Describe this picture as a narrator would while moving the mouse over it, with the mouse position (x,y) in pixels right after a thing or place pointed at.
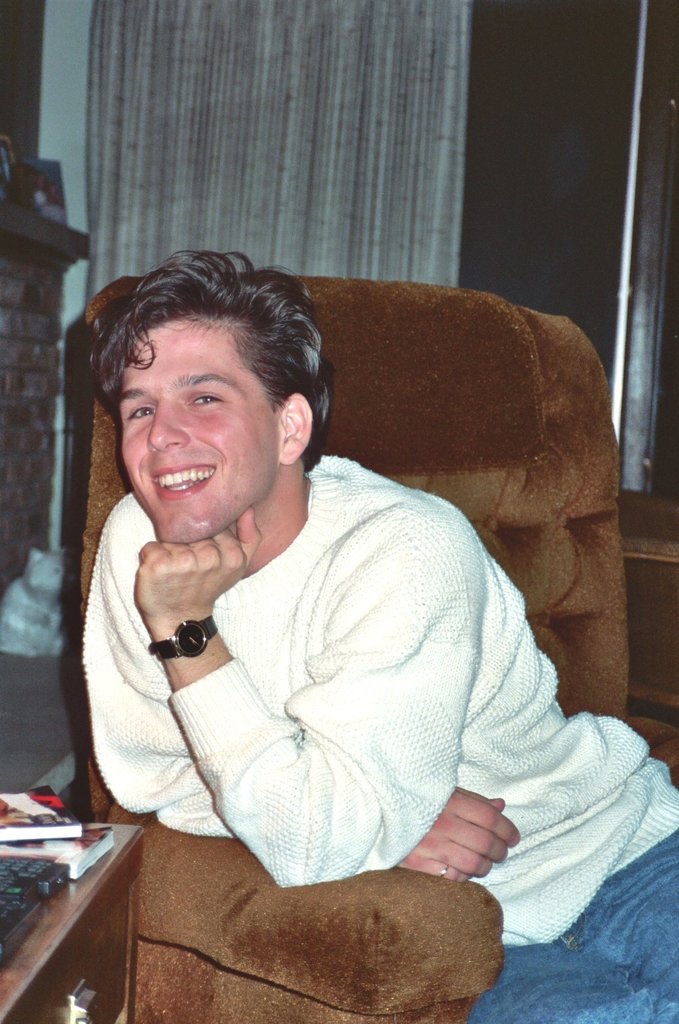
In this image I can see a person (370,818) sitting on the chair (319,940). At the back side (259,170) there is a curtain (246,243). On the table (99,868) there are books (73,842).
